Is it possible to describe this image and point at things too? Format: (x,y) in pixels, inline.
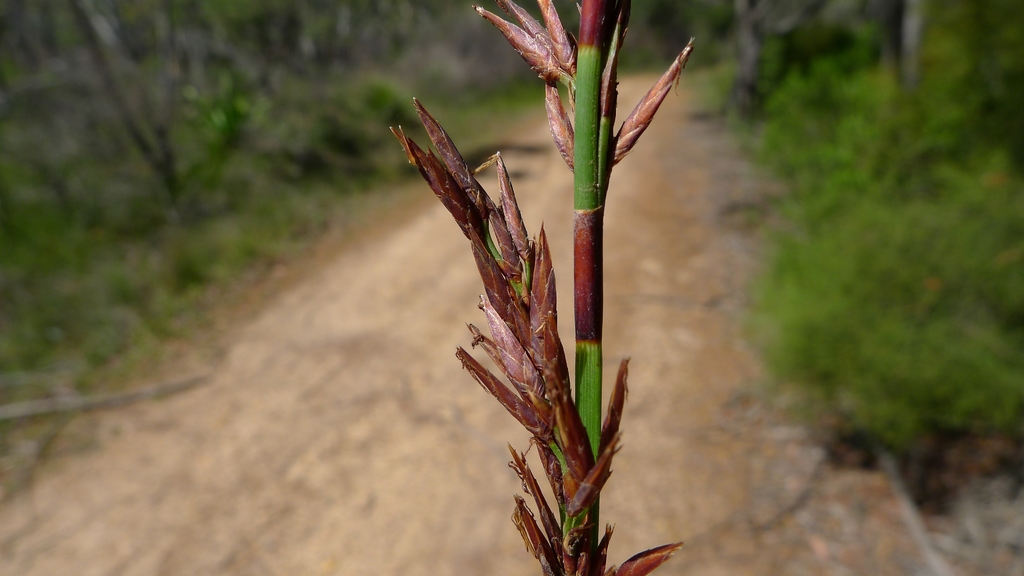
In front of the picture, we see a plant (576,242) which has buds (481,211). This plant (578,373) is in green and brown color. At the bottom (400,490), we see the pathway (417,369). On either side of the picture, we see the trees (287,143). This picture is blurred in the background (781,175).
